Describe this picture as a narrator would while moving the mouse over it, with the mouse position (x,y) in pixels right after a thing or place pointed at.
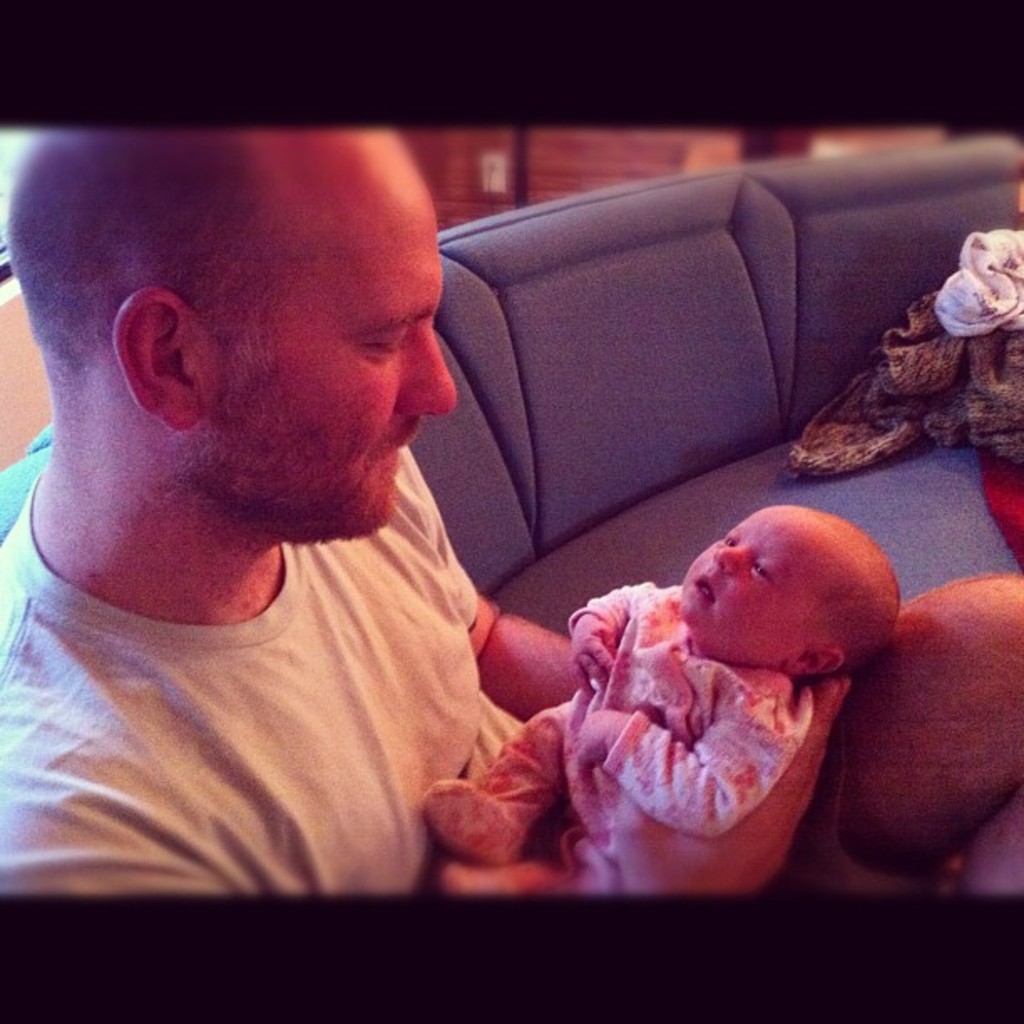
In this picture we can see a man (359,511) and a baby (687,620), on the right side of the image (911,373) we can find few clothes (913,357) on the sofa (776,433).
